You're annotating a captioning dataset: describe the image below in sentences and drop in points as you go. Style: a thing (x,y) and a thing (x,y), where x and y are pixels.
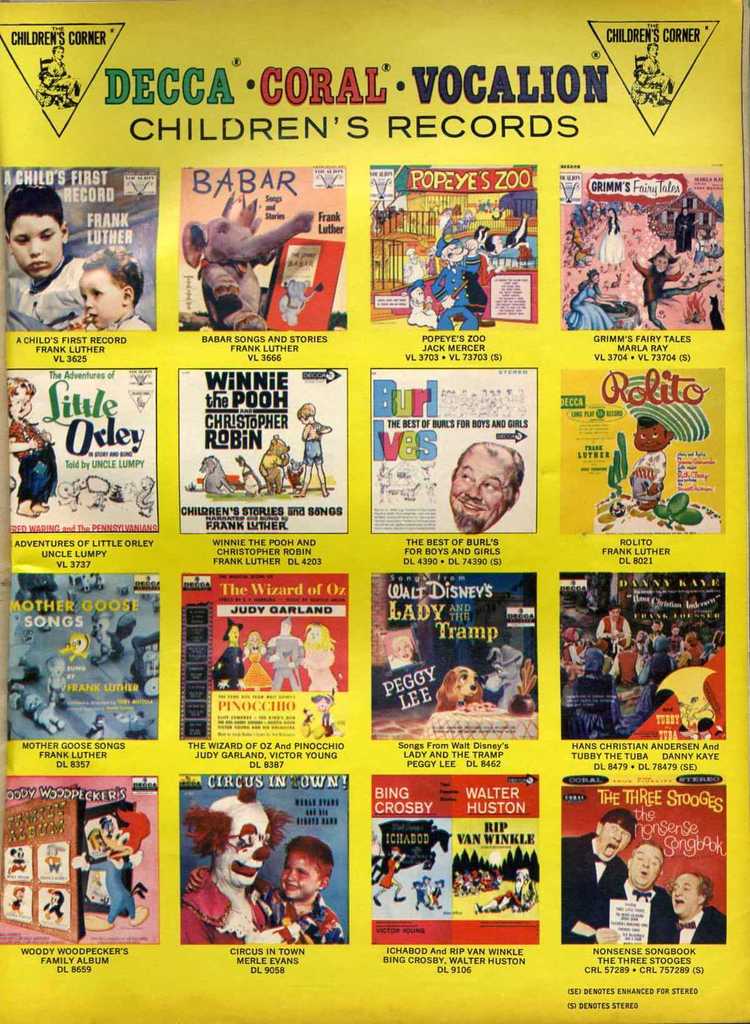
In this picture, we see a poster (314,290) in yellow color. In this picture, we see the collage of images (91,459). We see some text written on it. In the background (354,215), it is yellow in color.
